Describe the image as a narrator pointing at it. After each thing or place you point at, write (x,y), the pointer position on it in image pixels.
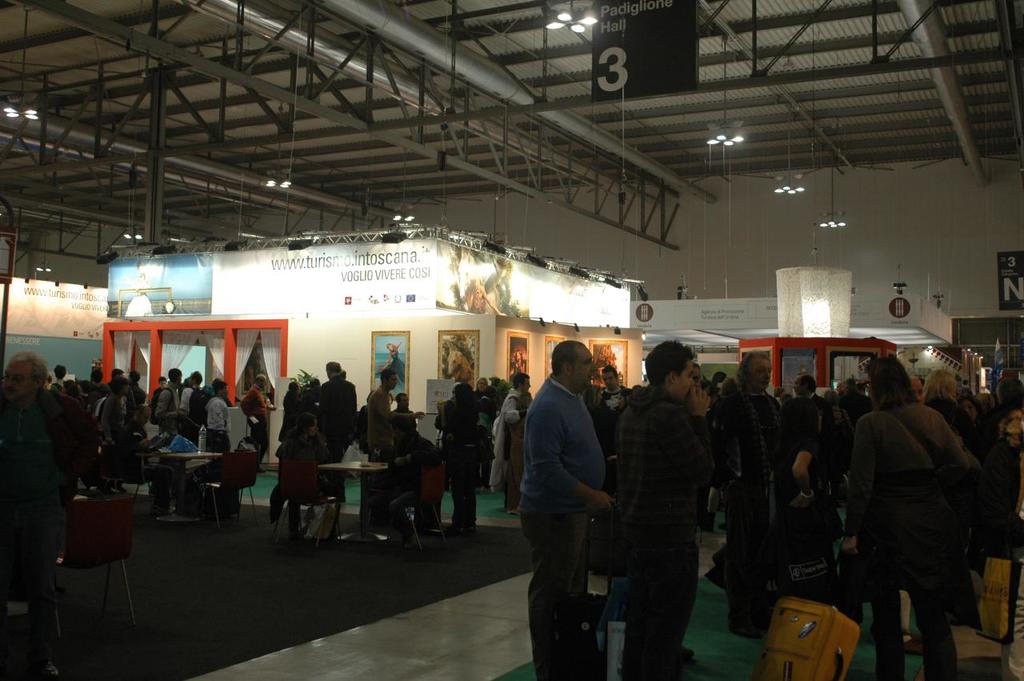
In this picture we can observe some people (588,450) standing and some of them are sitting in the chairs (235,476) in front of their respective tables (381,465). There are men (561,472) and women (855,536) in this picture. We can observe a black color board (651,42) and some lights (566,17) fixed to the ceiling (739,166). In the background (485,324) we can observe a white color cabin (298,275).
